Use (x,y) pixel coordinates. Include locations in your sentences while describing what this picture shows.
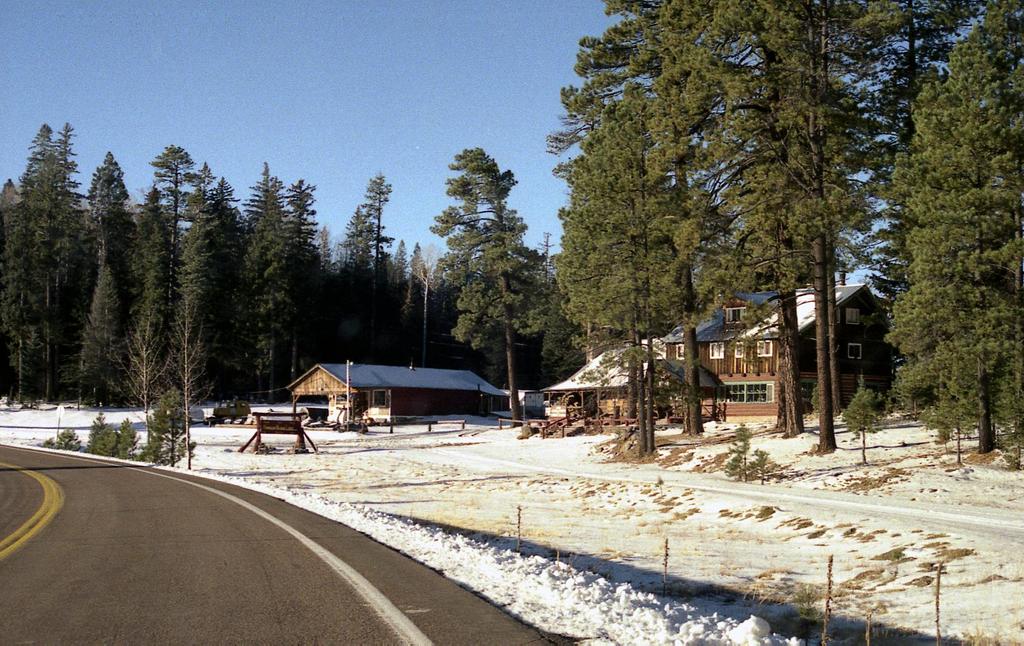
In the image we can see there are many trees (312,249), buildings (709,360), windows (762,349) of the building (750,356) and snow (542,489) white in color. There is a road (93,542), white and yellow lines (52,506) on the road (52,502), and a blue sky (245,107).
